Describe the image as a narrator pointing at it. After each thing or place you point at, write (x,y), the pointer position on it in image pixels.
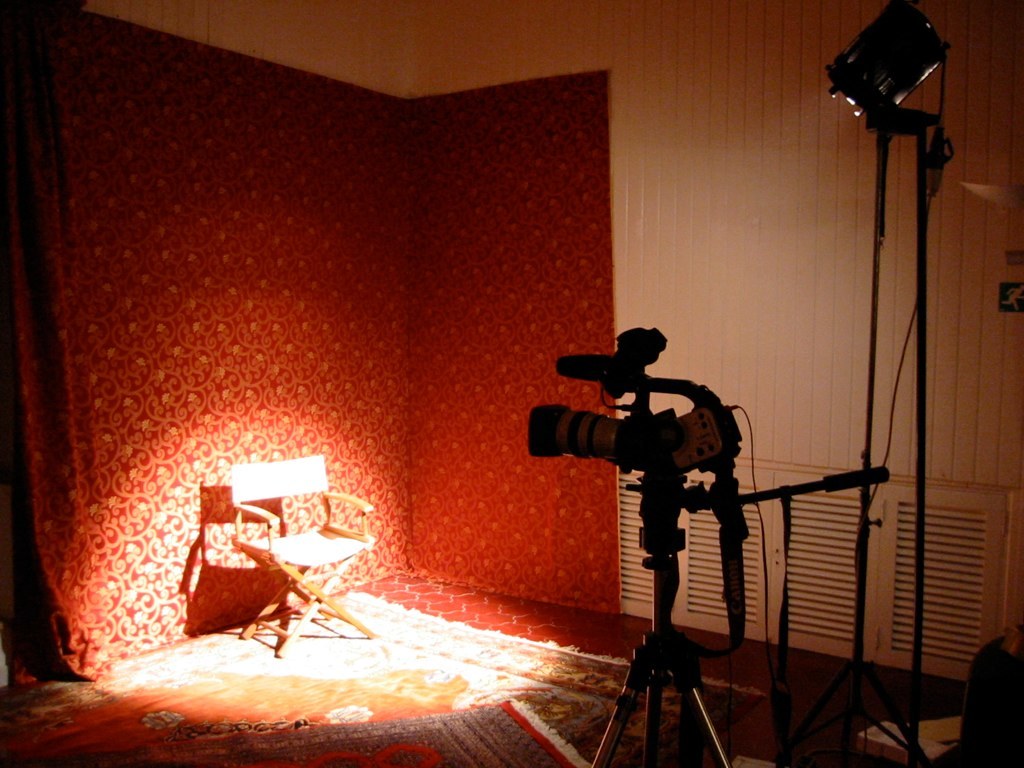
In this image we can see a chair (313,566). And we can see the camera (590,451), light (876,235). And we can see the carpet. And we can see the red color background (112,482). And we can see the wooden wall (789,267).
